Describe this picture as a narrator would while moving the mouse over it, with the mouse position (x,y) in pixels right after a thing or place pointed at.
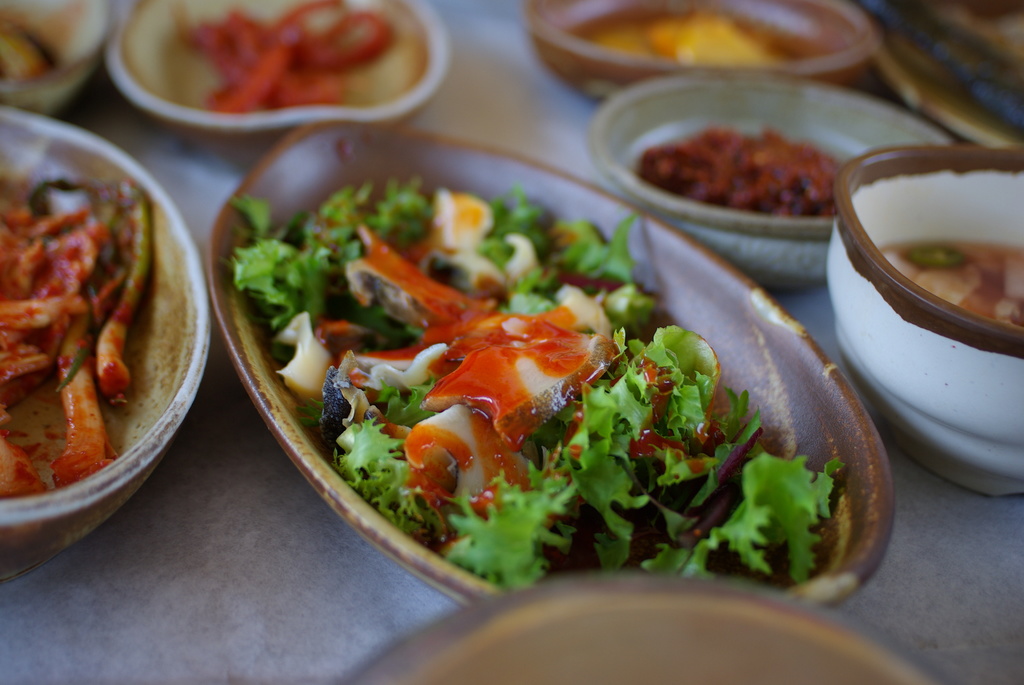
In this image, on the right side (969,358), we can see a bowl (999,374) with some liquid item (1022,269). On the left side (52,372), we can also see another bowl (161,354) with some food (2,345). In the middle of the image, we can see one edge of a plate (731,575). In the middle of the image (490,265), we can also see a tray (488,420) with some vegetables (600,487). In the background (34,100), we can see some bowls (77,48) with some food items (253,43). At the bottom (275,522), we can see white color.
